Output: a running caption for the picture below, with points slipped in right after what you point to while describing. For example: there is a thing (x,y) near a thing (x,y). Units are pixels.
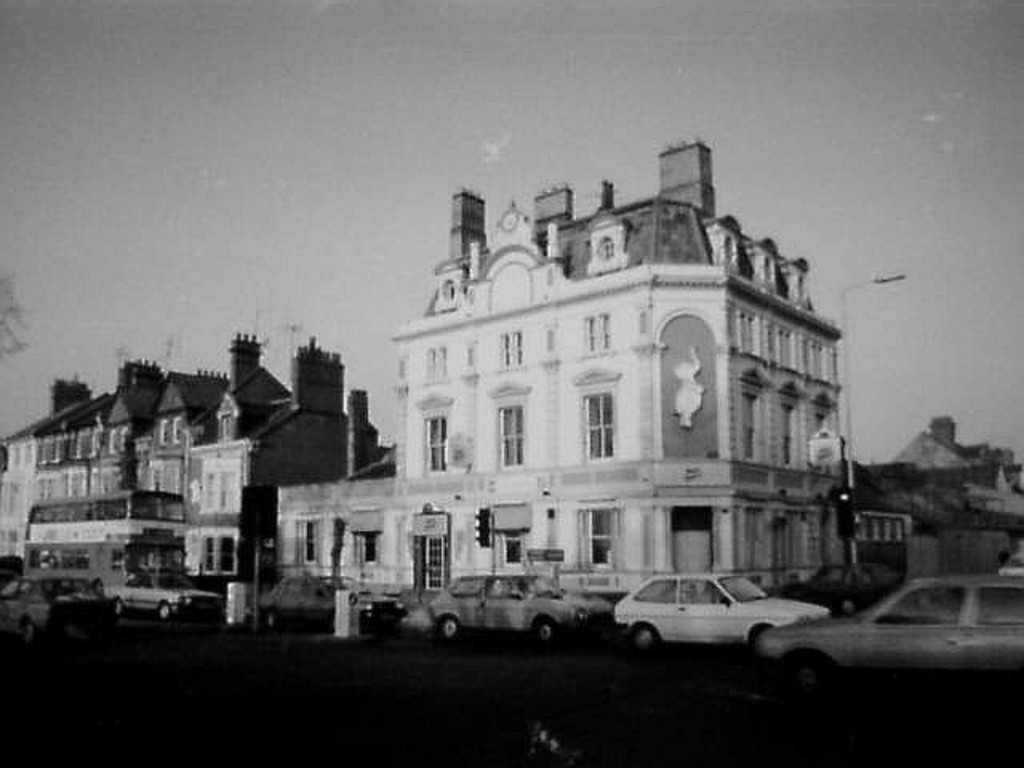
This is a black and white picture, in this image we can see a few buildings (410,414) and vehicles (168,600) on the road (218,632), there are some windows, poles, boards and the sky (335,238).
